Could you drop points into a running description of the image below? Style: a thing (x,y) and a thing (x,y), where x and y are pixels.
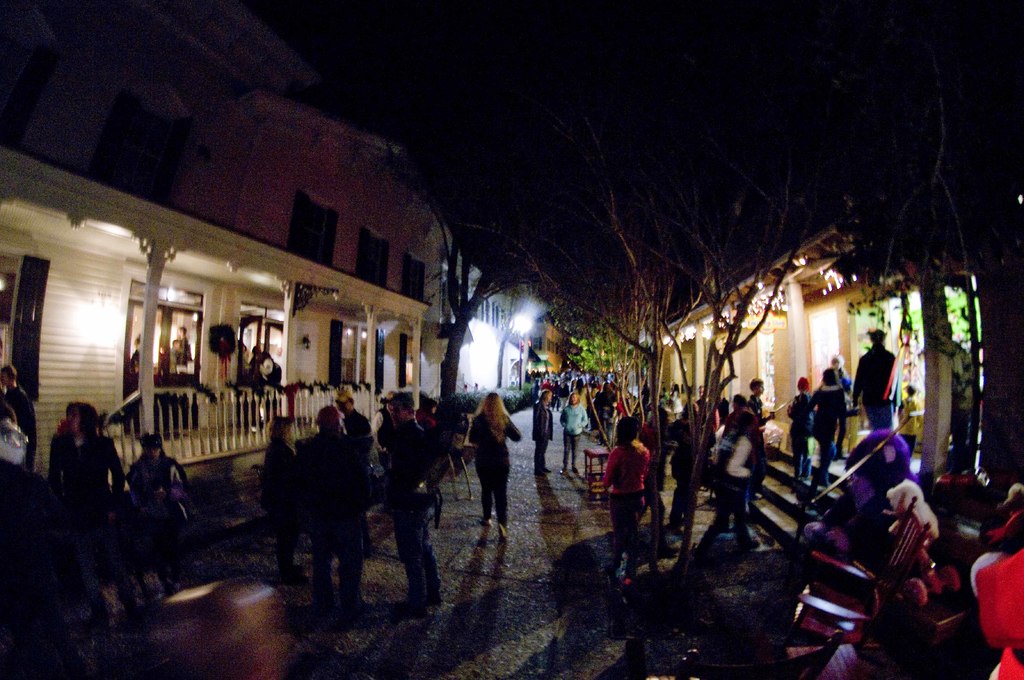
In this image I can see there are people (618,465) and trees (605,361), there are buildings (756,349) on either side in this image.
